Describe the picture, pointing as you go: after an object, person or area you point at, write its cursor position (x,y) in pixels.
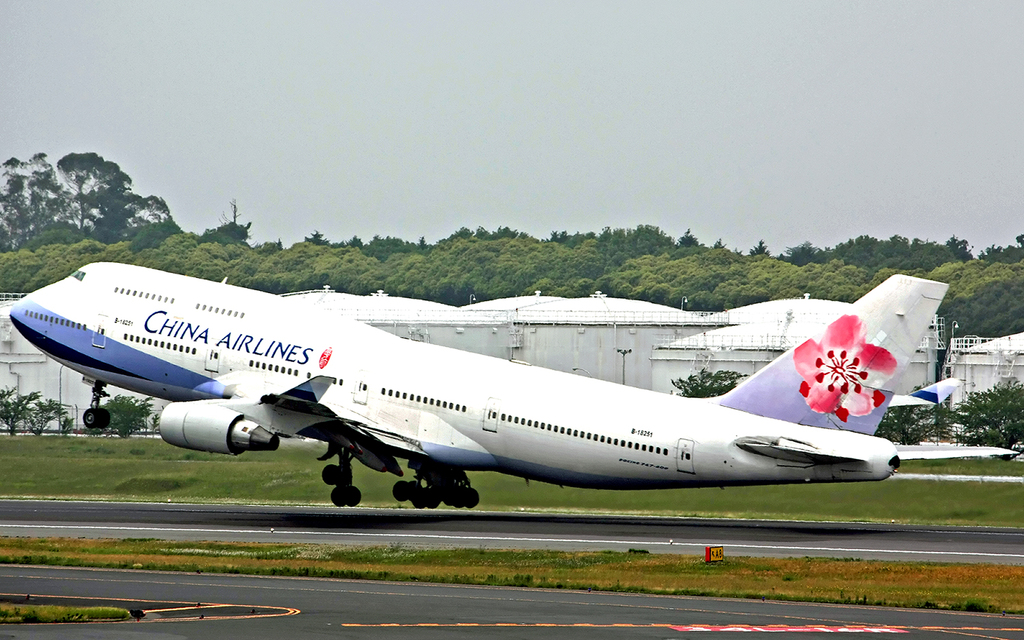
Here in this picture we can see an airplane (672,429) present on the runway (734,532) over there and we can see some part of ground (275,572) is covered with grass (1001,592) over there and behind that we can see sheds (24,342) present all over there and we can see trees (306,260) and plants (306,278) present all over there.
